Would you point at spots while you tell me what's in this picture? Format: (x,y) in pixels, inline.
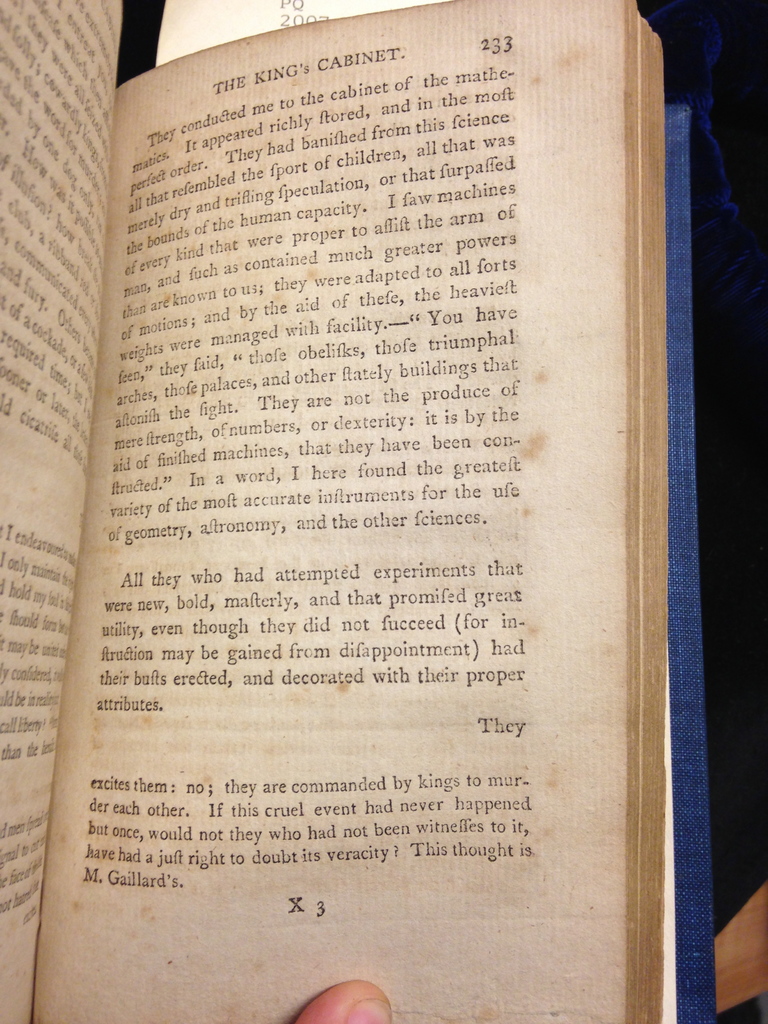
In this image we can see that there is a book (467,514) which is opened. In the book (408,463) there is some script (281,358). A person (343,999) is holding the book (336,975) with the hand (330,995).
